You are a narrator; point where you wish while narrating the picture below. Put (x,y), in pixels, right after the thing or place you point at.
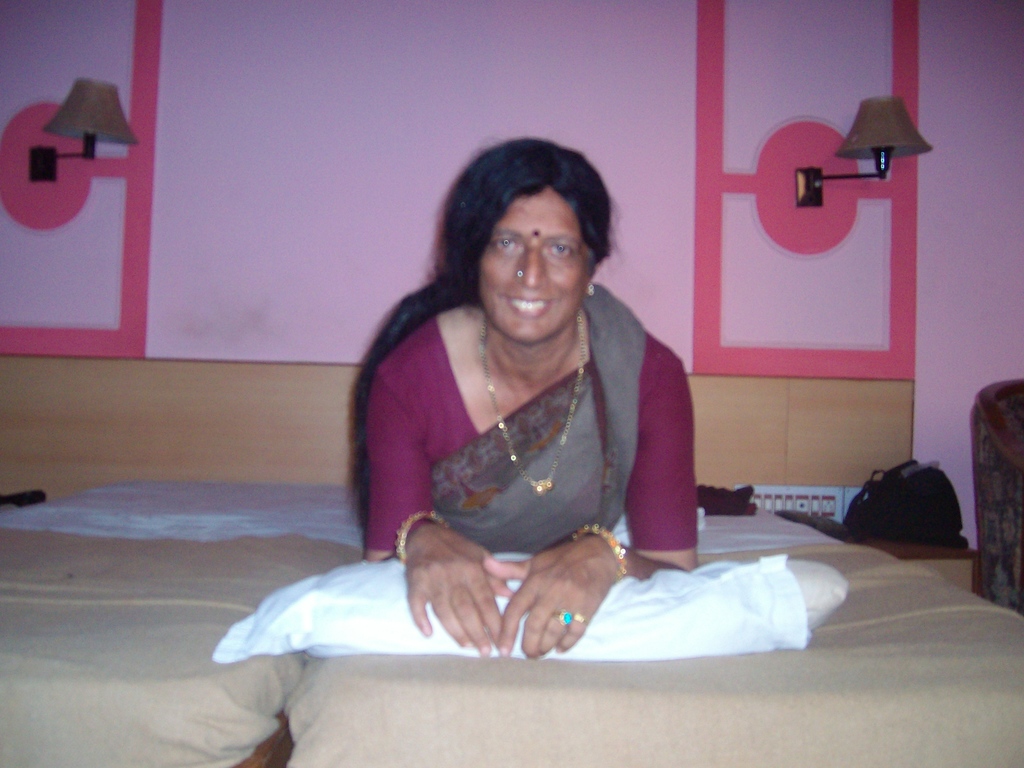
In the picture we can see a person (451,524) wearing saree (689,465) is sitting on the bed (855,596) with pillows (740,594) on it. In the background (827,492), we can see the switch board (852,496) fixed the wall (17,182) and we can see the lamps (922,149) to the pink color wall (944,124).
